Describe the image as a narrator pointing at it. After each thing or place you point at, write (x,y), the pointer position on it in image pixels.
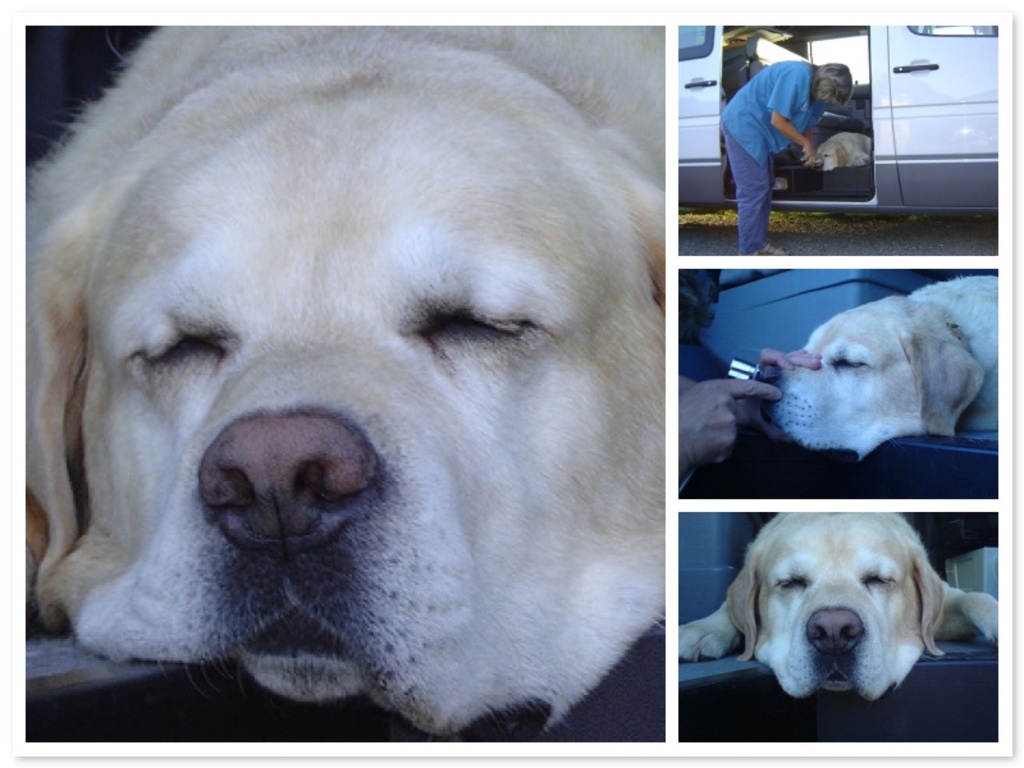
This is a picture of a photo frame (253,260), on the left side (224,322) there is a dog (250,367) sleeping, on the right side (748,236) dog (828,513) sleeping, a person (744,121) wearing a blue color shirt (773,110) and stand in front of the vehicle (791,147) and a dog (840,139) is visible on the vehicle (839,178).
